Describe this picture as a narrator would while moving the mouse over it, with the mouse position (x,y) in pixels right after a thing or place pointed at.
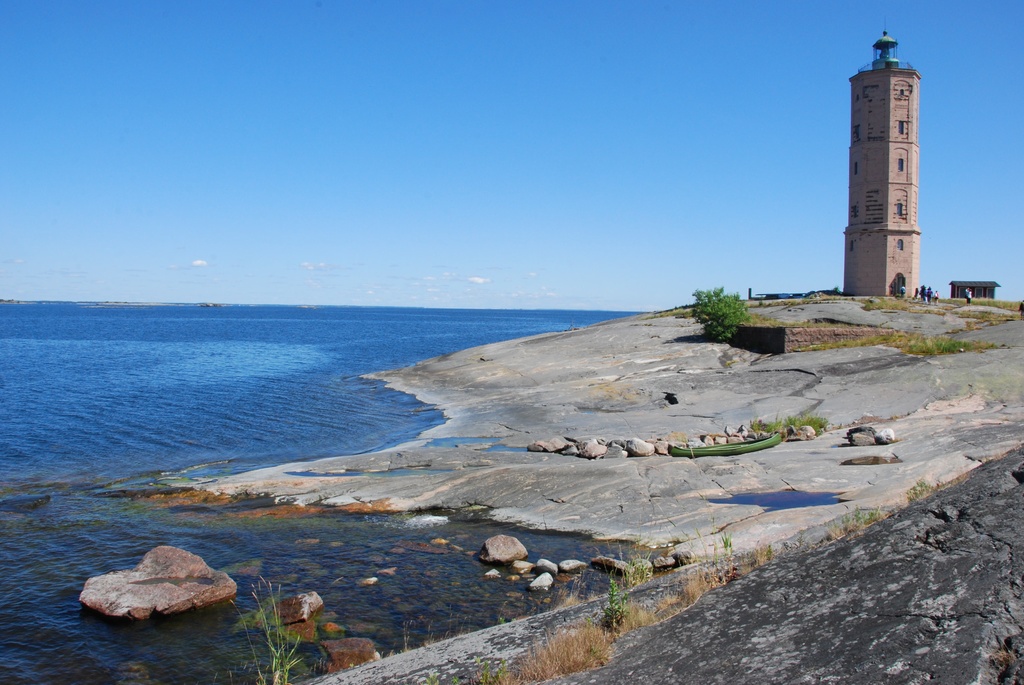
In this picture we can see sea shore (706,536), side we can see the tower (903,228), few people (926,292) are standing near tower (911,284).
